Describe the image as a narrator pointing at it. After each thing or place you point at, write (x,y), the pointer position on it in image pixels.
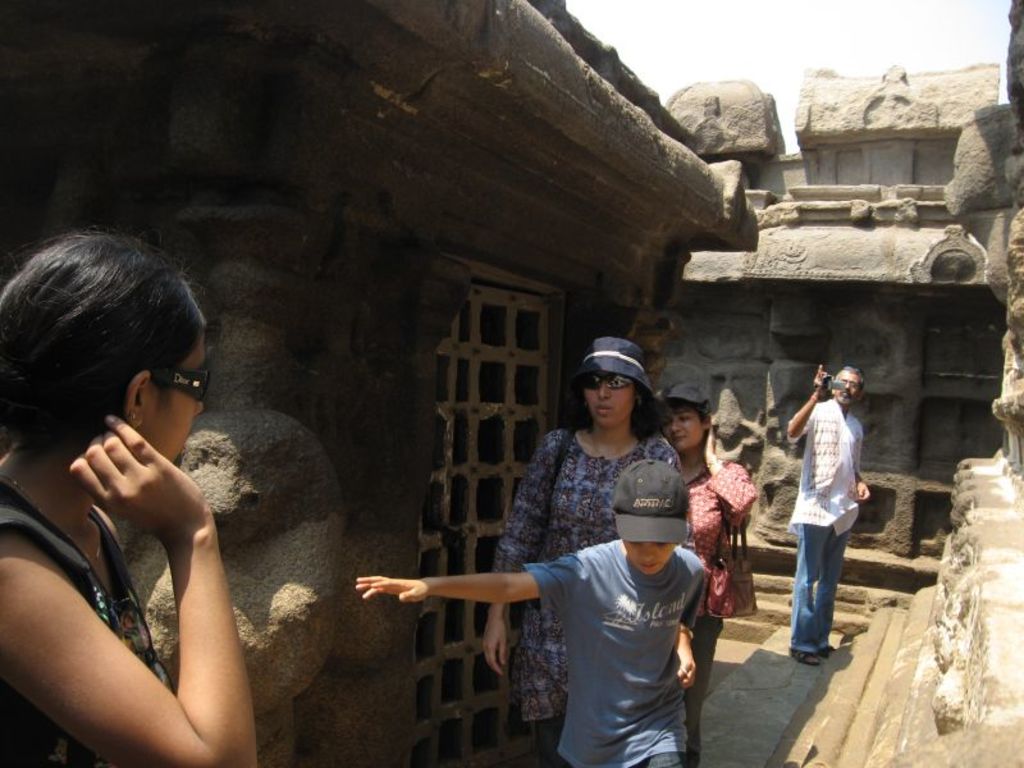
In the center of the image (622,435) we can see people (731,501). In the background (795,475) there is a fort (911,285). At the top (680,43) there is sky (653,46).
